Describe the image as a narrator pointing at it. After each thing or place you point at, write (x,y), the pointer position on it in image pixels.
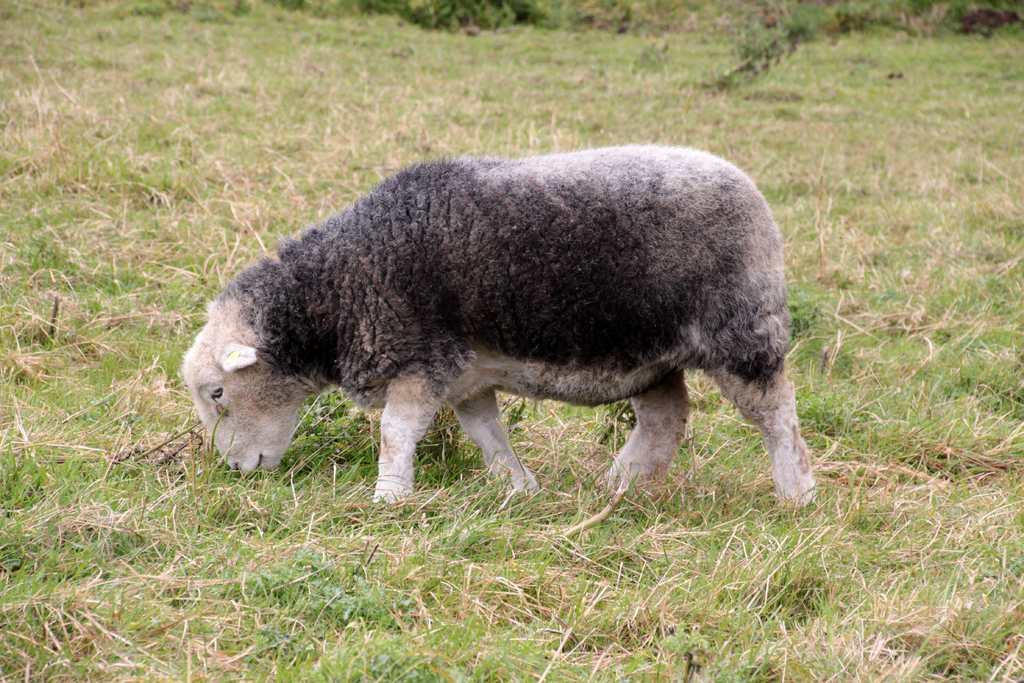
In this image we can see a sheep (301,301) grazing the grass (34,306).
